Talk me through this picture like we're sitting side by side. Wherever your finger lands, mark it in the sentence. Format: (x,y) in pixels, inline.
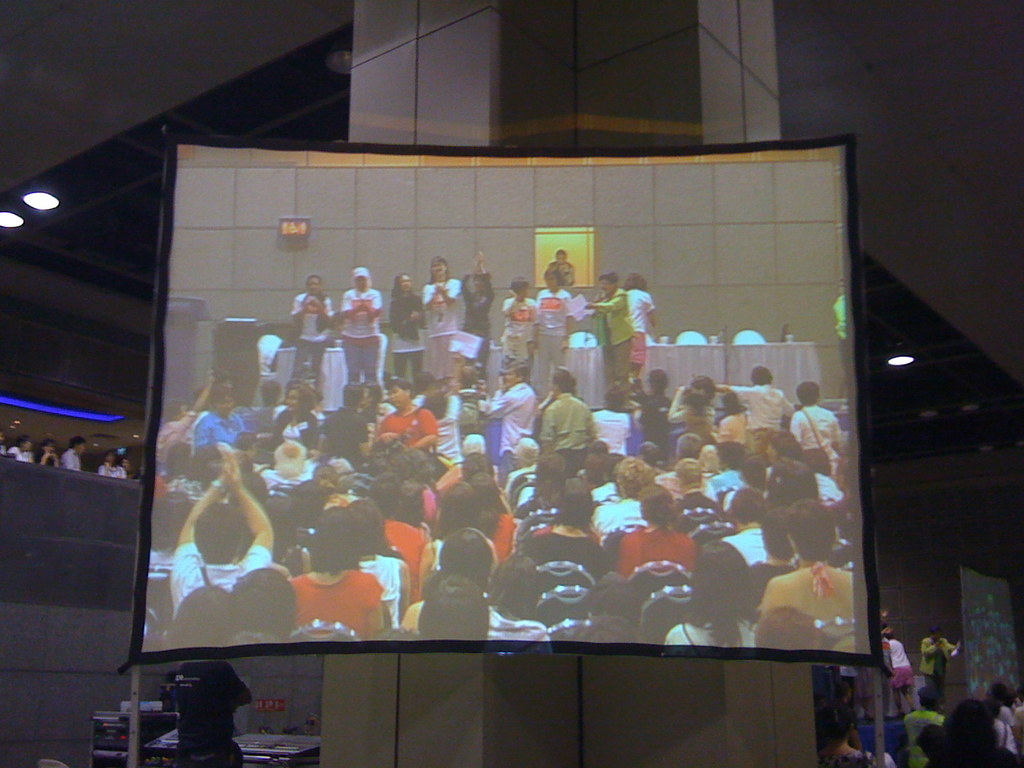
In this image I can see a screen (778,579), in the screen (778,579) I can see few persons (372,583) some are sitting and some are standing. Background I can see few lights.
